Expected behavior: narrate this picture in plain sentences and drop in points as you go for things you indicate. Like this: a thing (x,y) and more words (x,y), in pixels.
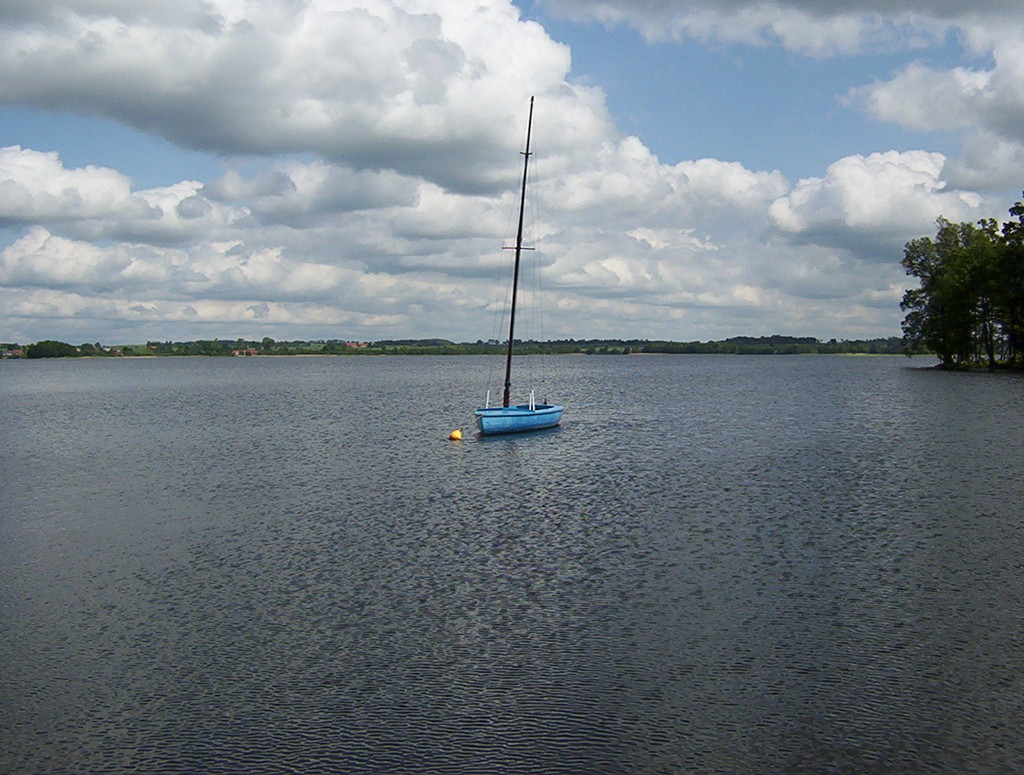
In the center of the image (552,425) there is boat (500,432). At the bottom of the image (322,637) there is water (861,552). In the background of the image (1016,343) there are trees (919,315). At the top of the image (744,77) there is sky (657,83) and clouds (215,89).
